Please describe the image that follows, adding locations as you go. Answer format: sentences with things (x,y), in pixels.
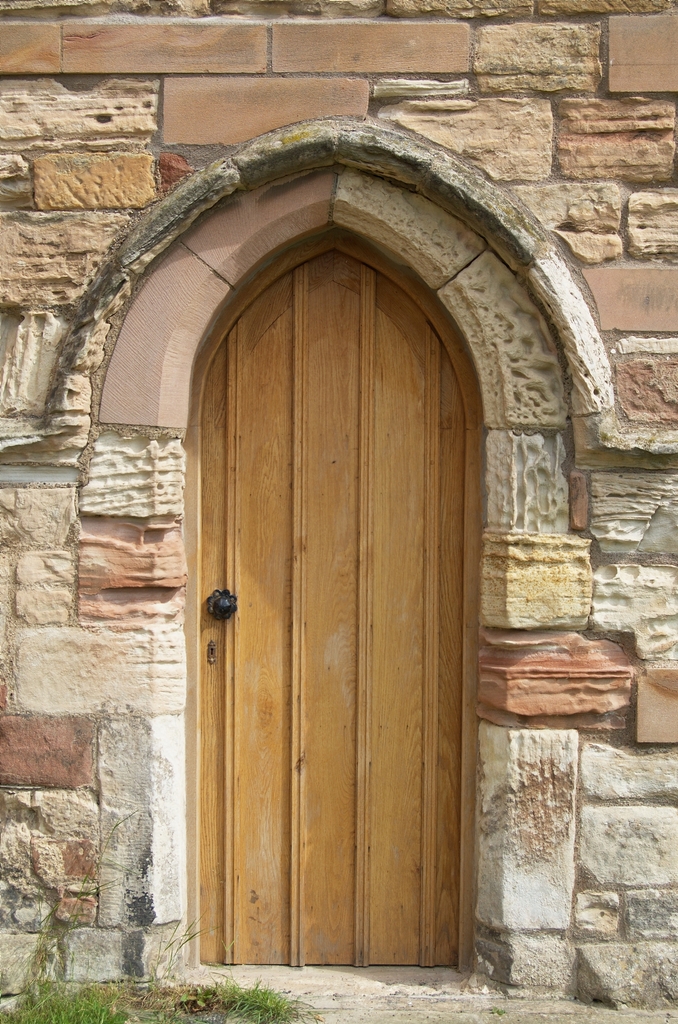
In the image there is a stone wall (123,419). On the wall (520,874) there is a wooden door (252,516). In the bottom left corner of the image (148,1012) there is grass (81,992).
